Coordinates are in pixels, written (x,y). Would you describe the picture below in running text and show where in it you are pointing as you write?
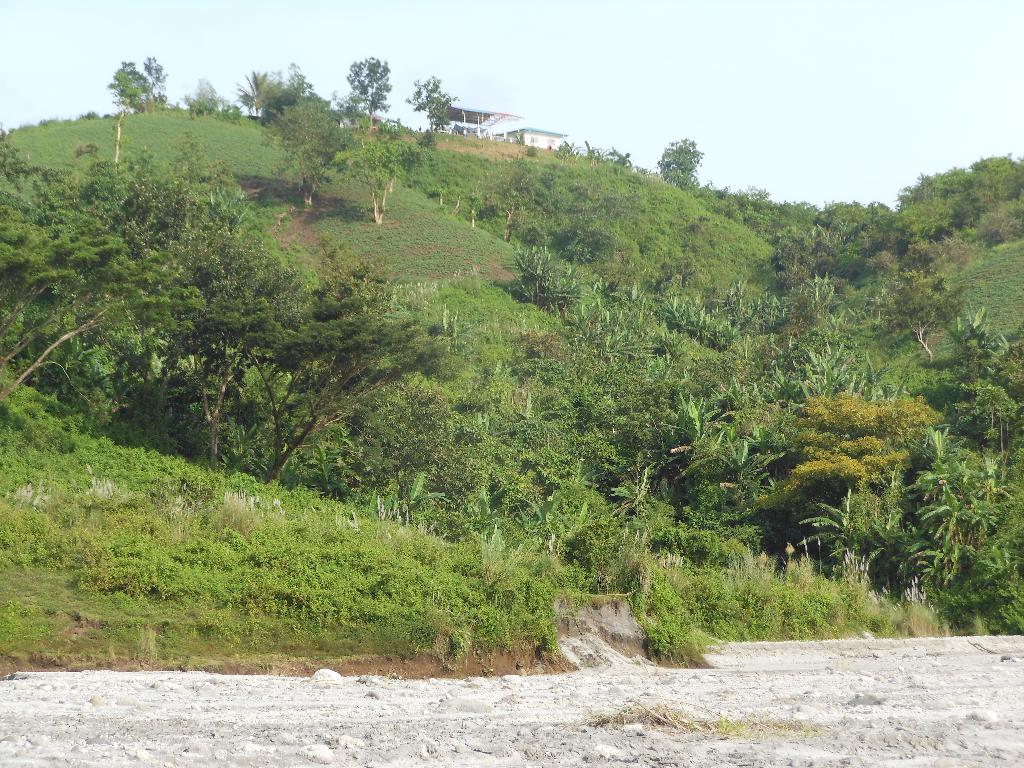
In this picture I can observe some trees (237,404) and plants (543,435) on the hill (487,201). It is looking like a house (529,138) on the top of the hill (490,151). In the background (520,60) there is a sky (430,72).
